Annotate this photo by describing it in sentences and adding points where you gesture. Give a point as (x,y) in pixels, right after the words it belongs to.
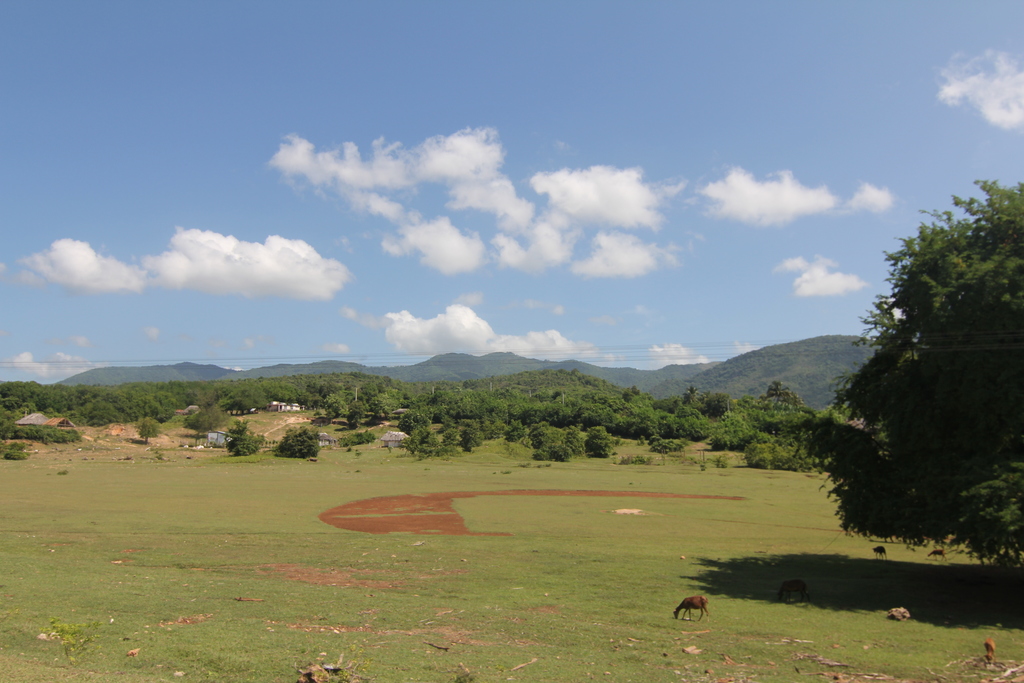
There is a meadow (314,509). On the meadow (654,587) there are animals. On the right side (923,421) there is a tree (923,421). In the back (248,415) there are trees (258,406), houses (219,433), hills (119,374) and sky (554,231) with clouds (494,201).
